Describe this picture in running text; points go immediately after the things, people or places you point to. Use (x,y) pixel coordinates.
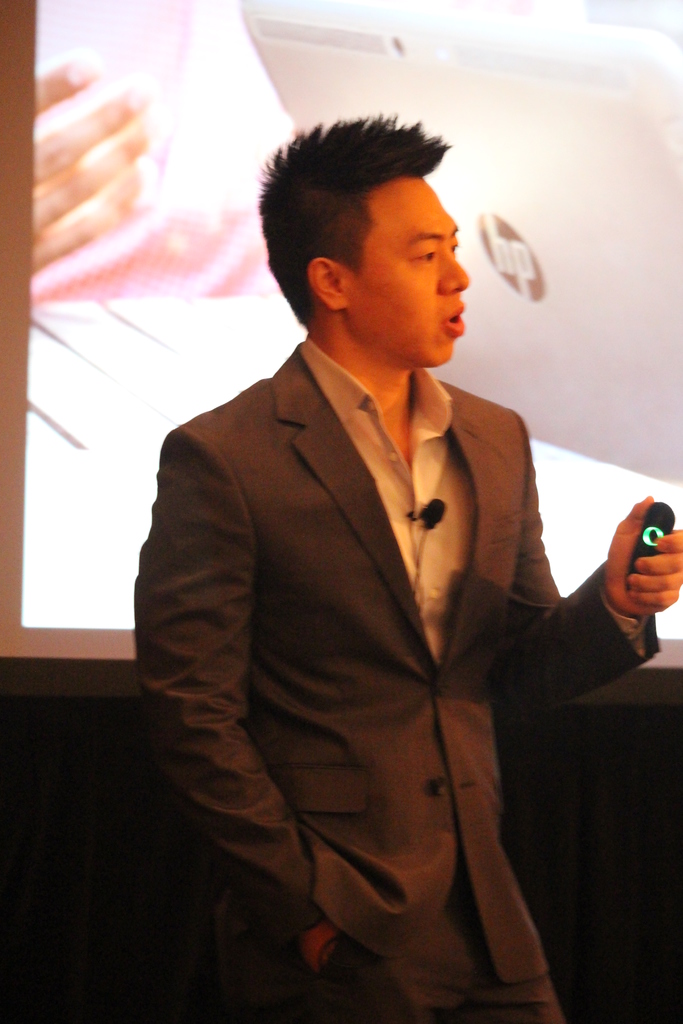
In this image there is a man (500,598) in the middle (361,553) who is holding the remote (643,553). In the background (149,220) there is a screen (147,232). In the screen (256,107) we can see that there is a laptop (544,164).
